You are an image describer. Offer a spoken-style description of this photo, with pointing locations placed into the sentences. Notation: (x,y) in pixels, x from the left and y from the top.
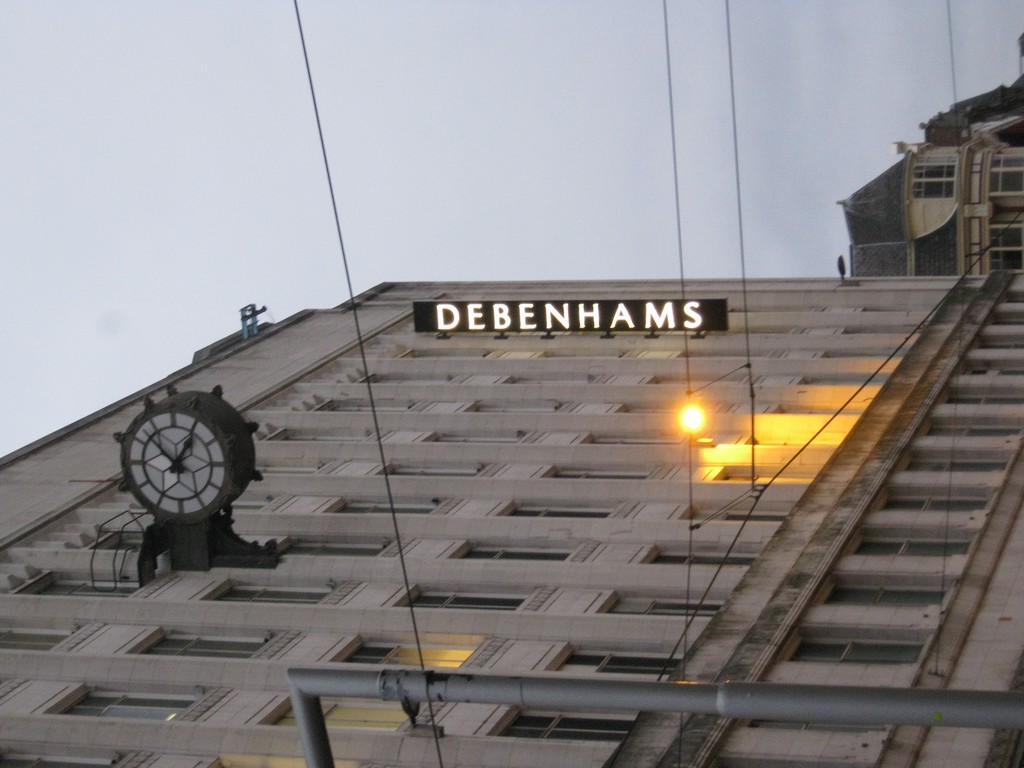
In this picture we can see buildings (912,383) and on one building (830,488) we can see a clock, name board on it, here we can see a light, pole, wires (863,386) and we can see sky (547,69) in the background (540,82).
